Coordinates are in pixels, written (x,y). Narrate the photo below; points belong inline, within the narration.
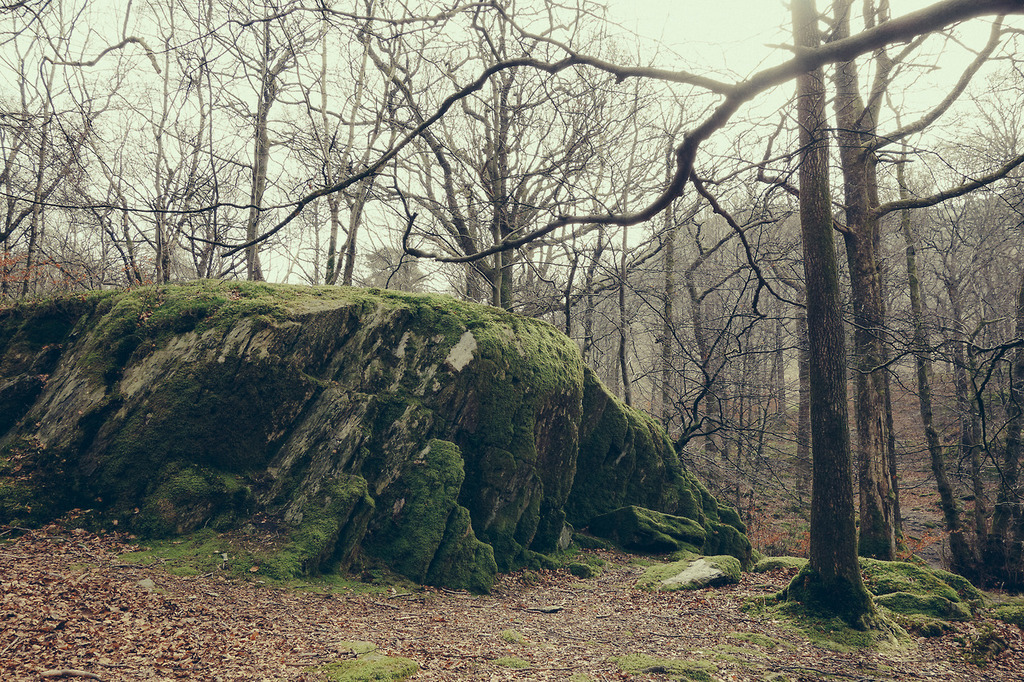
This image is clicked in a forest (260,201). In the front (212,438), there is a rock (373,413). At the bottom (131,644), there is a ground (419,613). In the background (599,107), there are trees (633,107).
